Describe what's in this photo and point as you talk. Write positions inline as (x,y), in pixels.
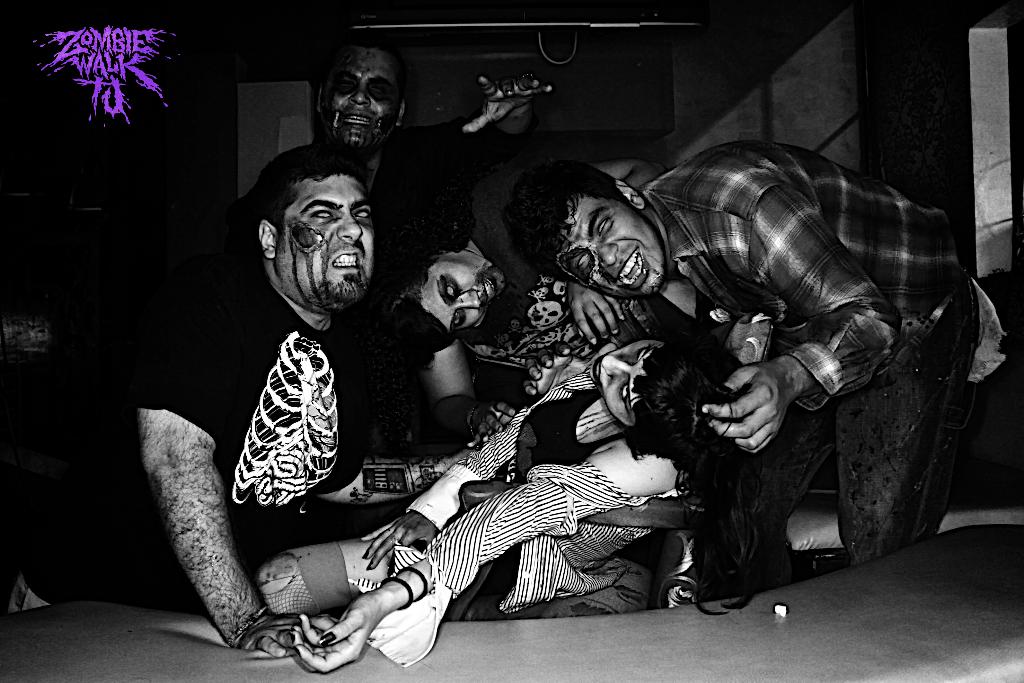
In this image there are a few people (538,327) dressed as zombies (516,368) are posing for the camera.
